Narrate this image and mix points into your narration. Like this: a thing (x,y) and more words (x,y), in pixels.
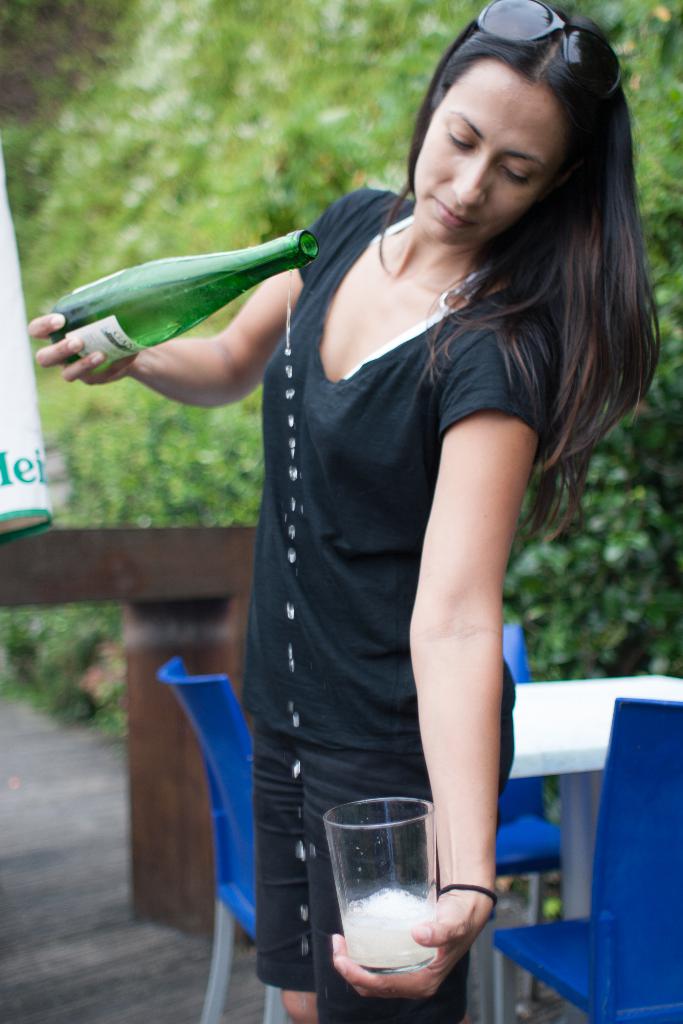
In the image I can see a woman (363,528) is standing and holding a bottle (127,354) and a glass (400,923) in hands (437,953). The woman (382,764) is wearing black clothes (375,621) and black color shades (567,37). In the background (259,70) white color table (544,725), blue color chairs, plants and some other objects (162,531).
